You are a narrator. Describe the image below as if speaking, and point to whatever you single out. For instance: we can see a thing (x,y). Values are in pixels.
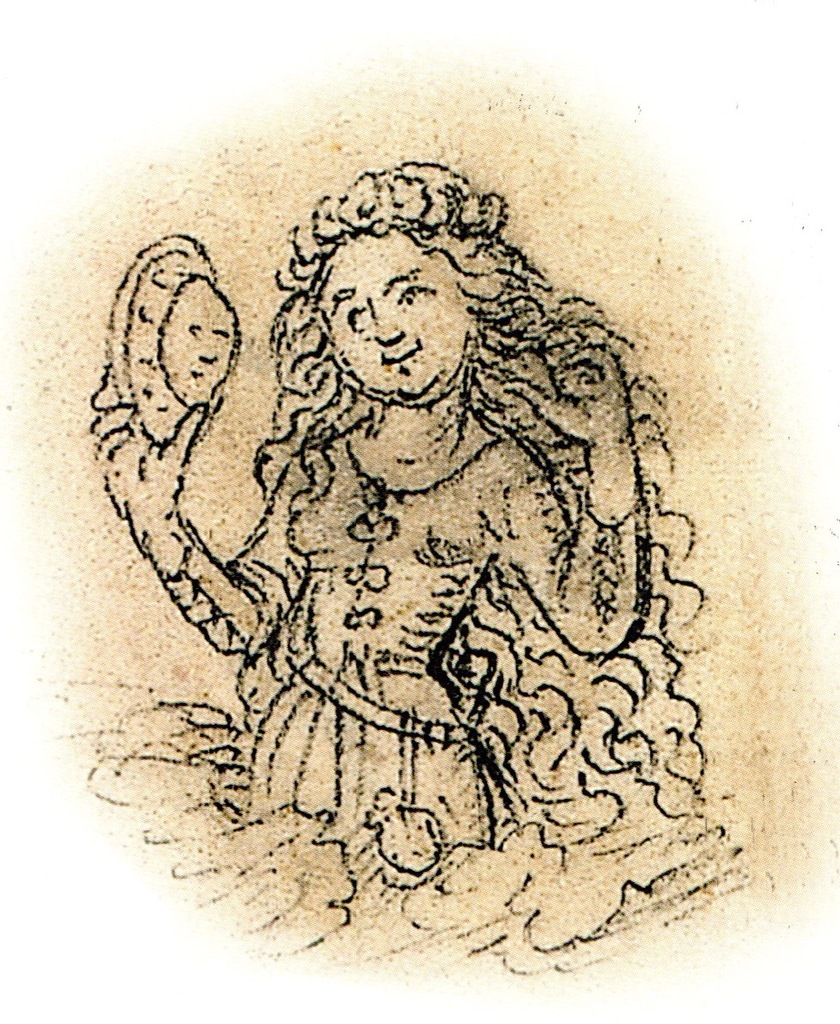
In this image there is a picture of a girl (288,417) holding the object (226,347).
